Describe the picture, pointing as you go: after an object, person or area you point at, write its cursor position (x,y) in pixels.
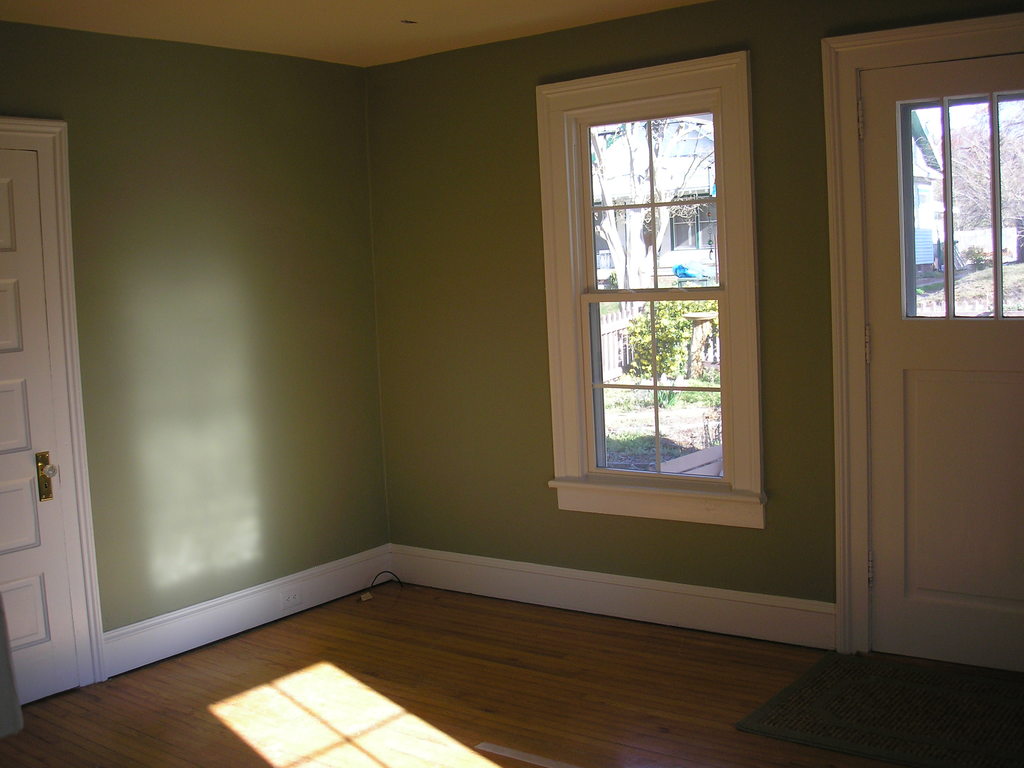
This image is clicked inside a room (500,385). There are windows (603,289) and doors (981,557) in this image. Through that window (633,363) we can see trees (672,355).
